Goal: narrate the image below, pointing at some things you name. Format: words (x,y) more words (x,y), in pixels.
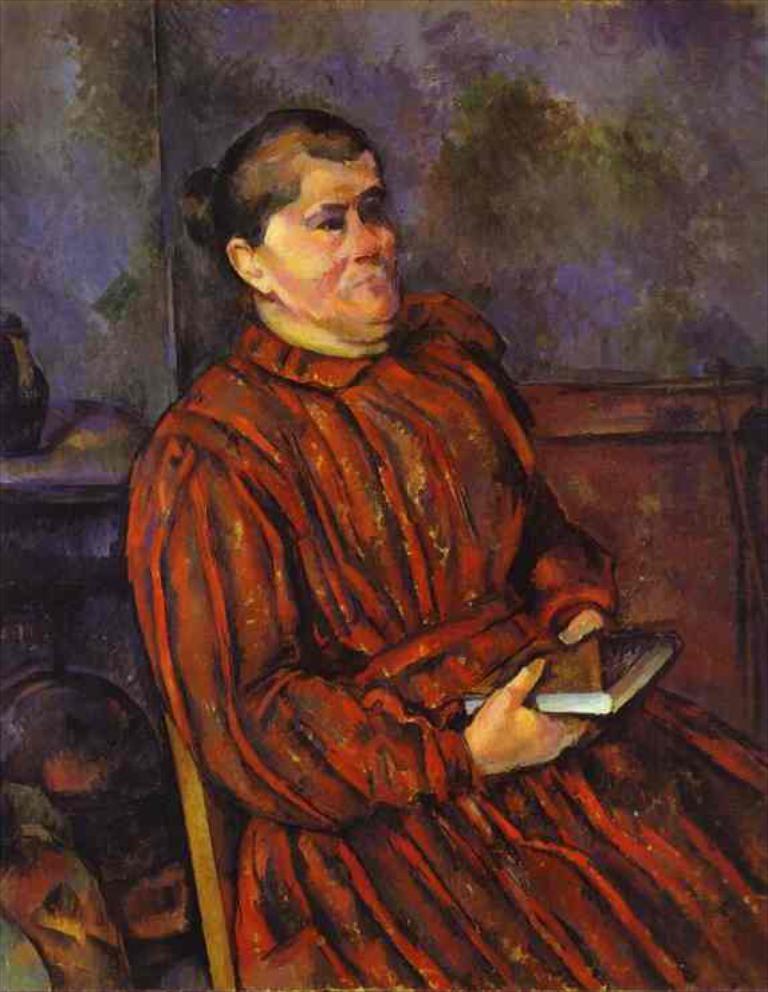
In this image we can see a painting (427,583) of a person (471,597) sitting on the chair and holding a book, we also can see the wall (582,189).
